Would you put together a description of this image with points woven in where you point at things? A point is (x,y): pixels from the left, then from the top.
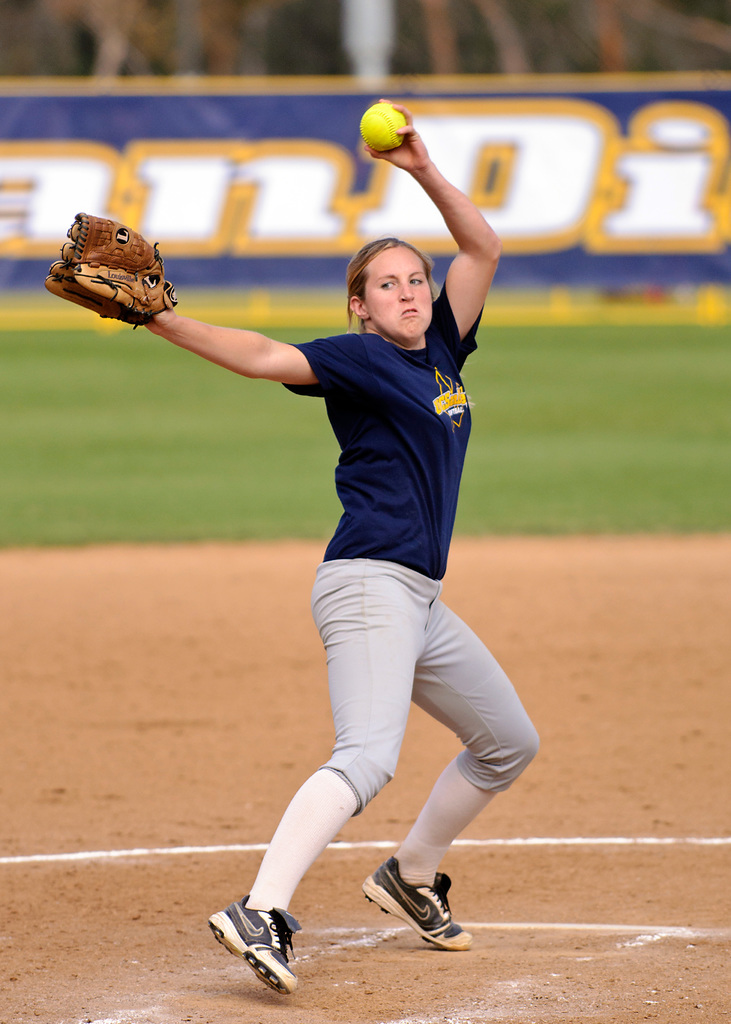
In this image we can see a lady person (391,462) wearing blue color T-shirt (347,549), white color pant (342,676), wearing gloves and holding ball (406,126) in her hands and in the background of the image (323,220) there is grass (17,538) and board (224,119).
